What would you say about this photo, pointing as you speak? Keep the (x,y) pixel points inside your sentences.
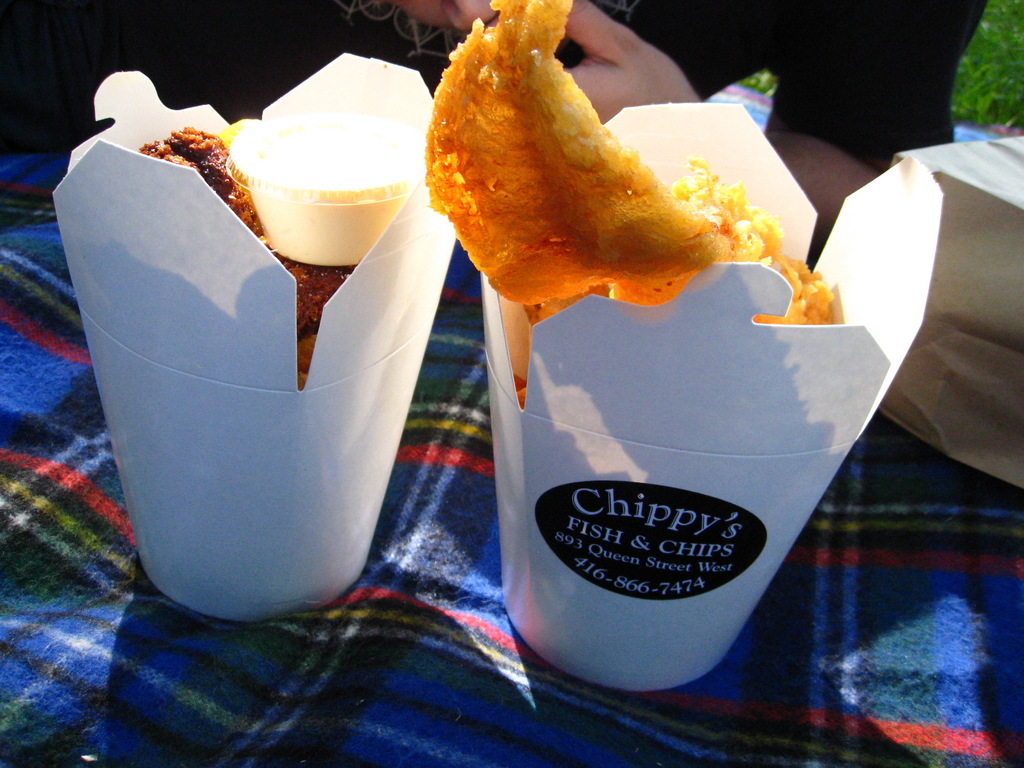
In this image I can see food items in two containers (584,418) made up of paper (855,411) on a picnic blanket (390,593). I can see a person (802,27) sitting at the top of the image (698,7). I can see a paper cover (953,157) on the right hand side (1017,236).
